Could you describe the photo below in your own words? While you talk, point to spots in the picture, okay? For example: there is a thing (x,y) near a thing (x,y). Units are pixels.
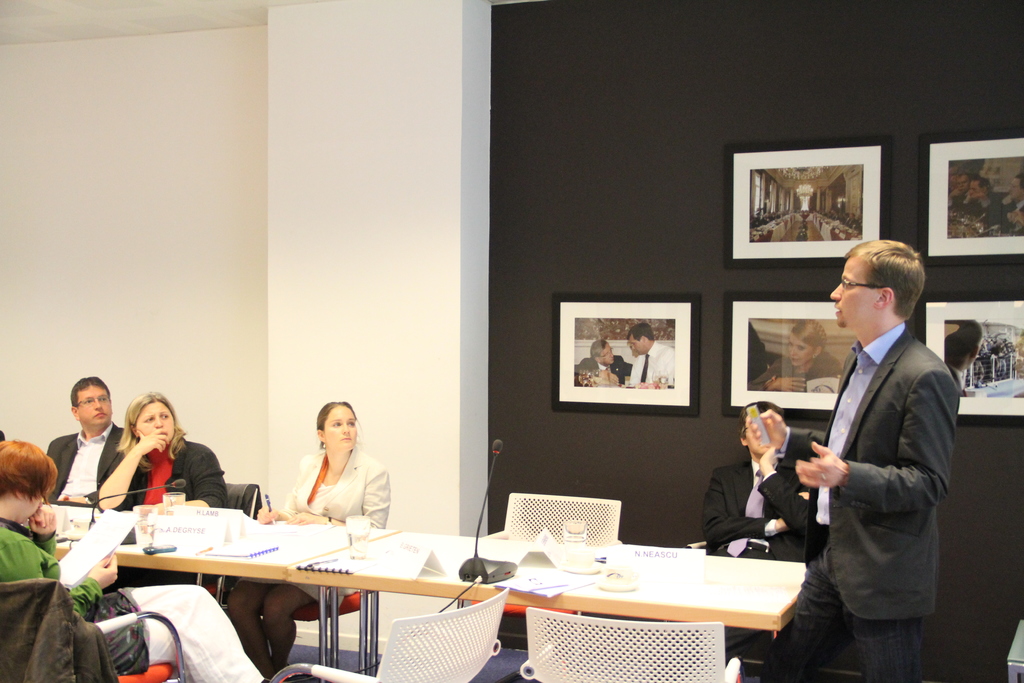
In this image a person (853,527) is standing is wearing a suit (874,434). Few people (32,522) are sitting on chair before a table (700,613) having glasses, papers (418,551) and microphone (469,573) on it. At the bottom of the image (437,657) there are two chairs (463,630). There are few picture frames (1010,362) attached to the wall (976,461).
